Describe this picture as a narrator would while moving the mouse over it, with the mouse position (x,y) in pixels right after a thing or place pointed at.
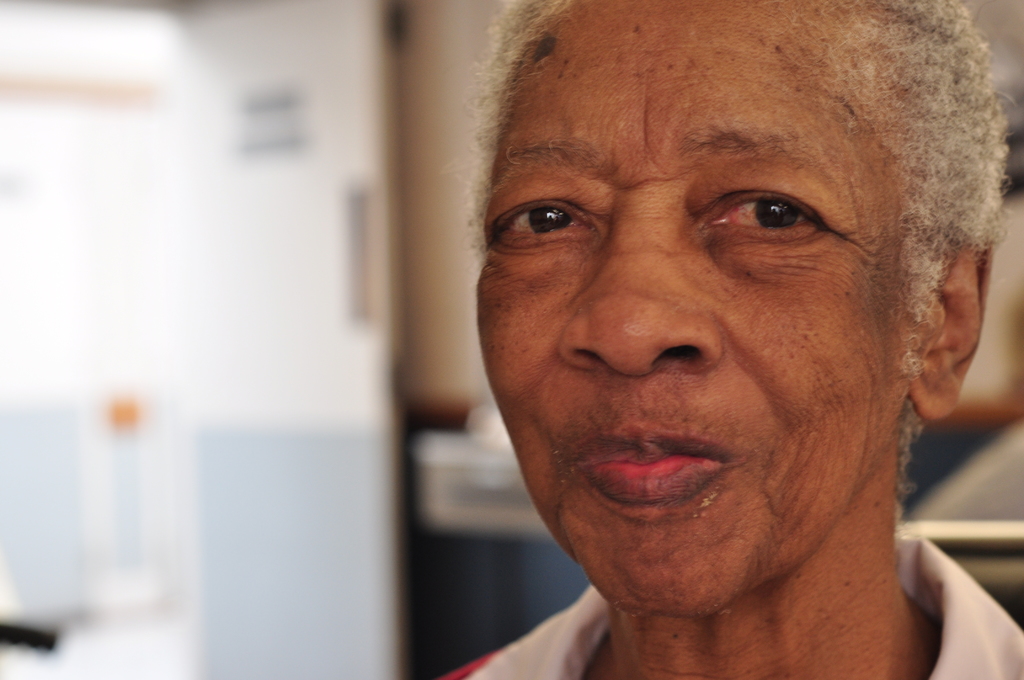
In this image I can see a person (667,272). And at the background (453,382) it is blur.
